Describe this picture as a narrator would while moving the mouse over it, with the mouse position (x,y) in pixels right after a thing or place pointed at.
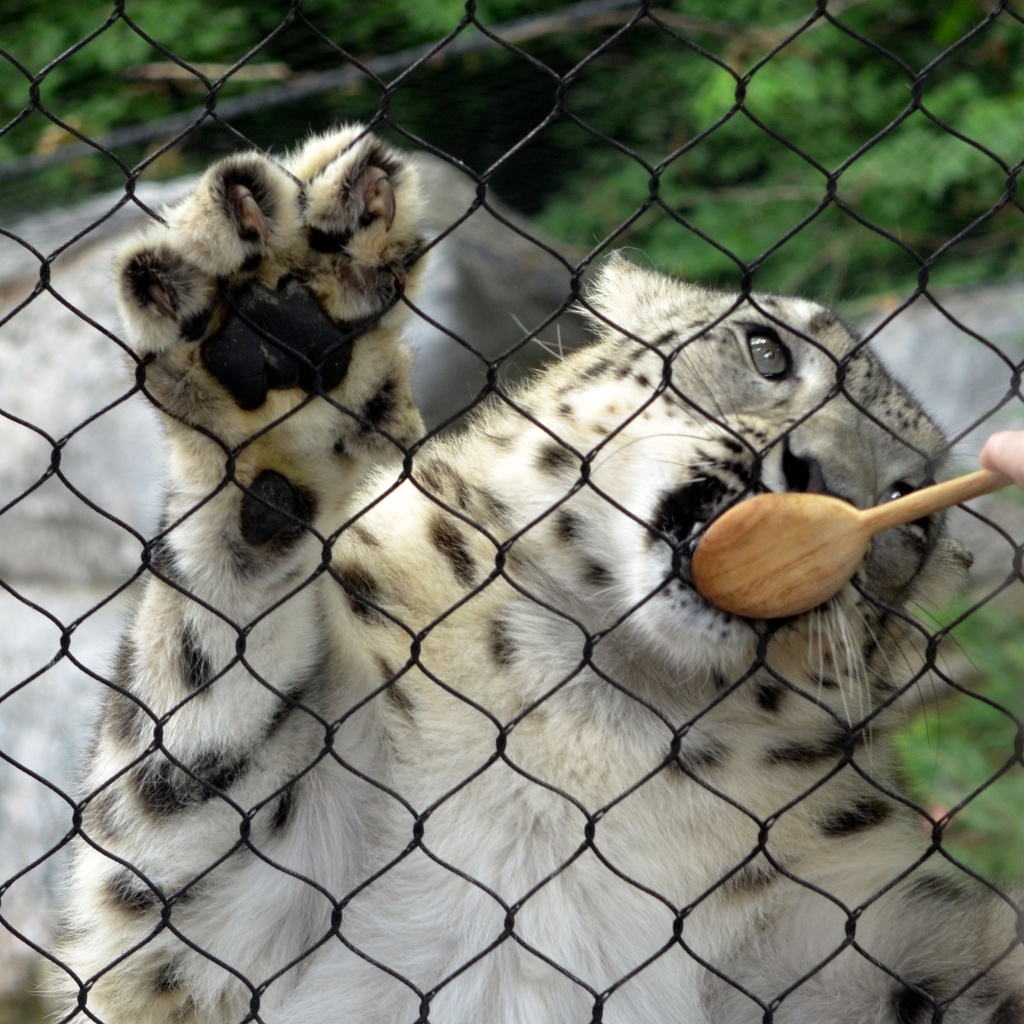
In this picture we can see an animal (310,535), fencing net (889,433) and a spoon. In the background (426,392) we can see the grass (837,235), rock (466,321) and plants (210,37).
